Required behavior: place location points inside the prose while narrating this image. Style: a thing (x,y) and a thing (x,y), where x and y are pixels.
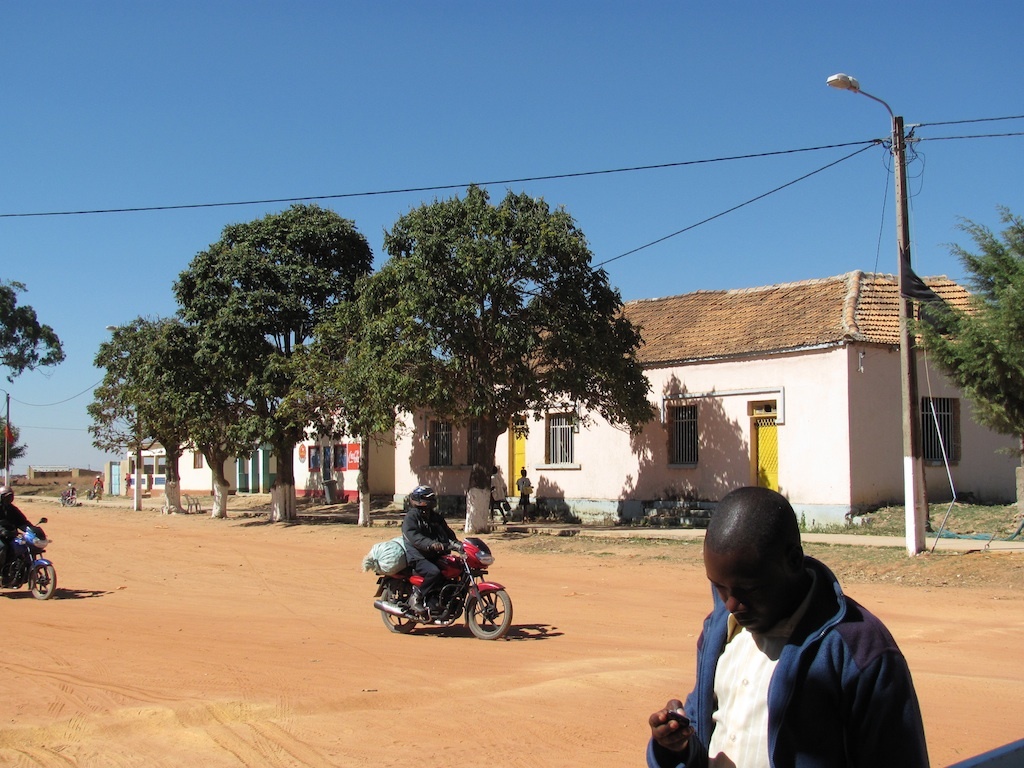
In this image we can see houses (839,415), trees (218,300), people (407,549) riding bikes (377,585). In the foreground of the image (673,706) there is a person (731,718). At the bottom of the image (280,687) there is sand (404,710). To the right side of the image (911,361) there is a light pole (908,425). At the top of the image (321,90) there is sky (262,116).
